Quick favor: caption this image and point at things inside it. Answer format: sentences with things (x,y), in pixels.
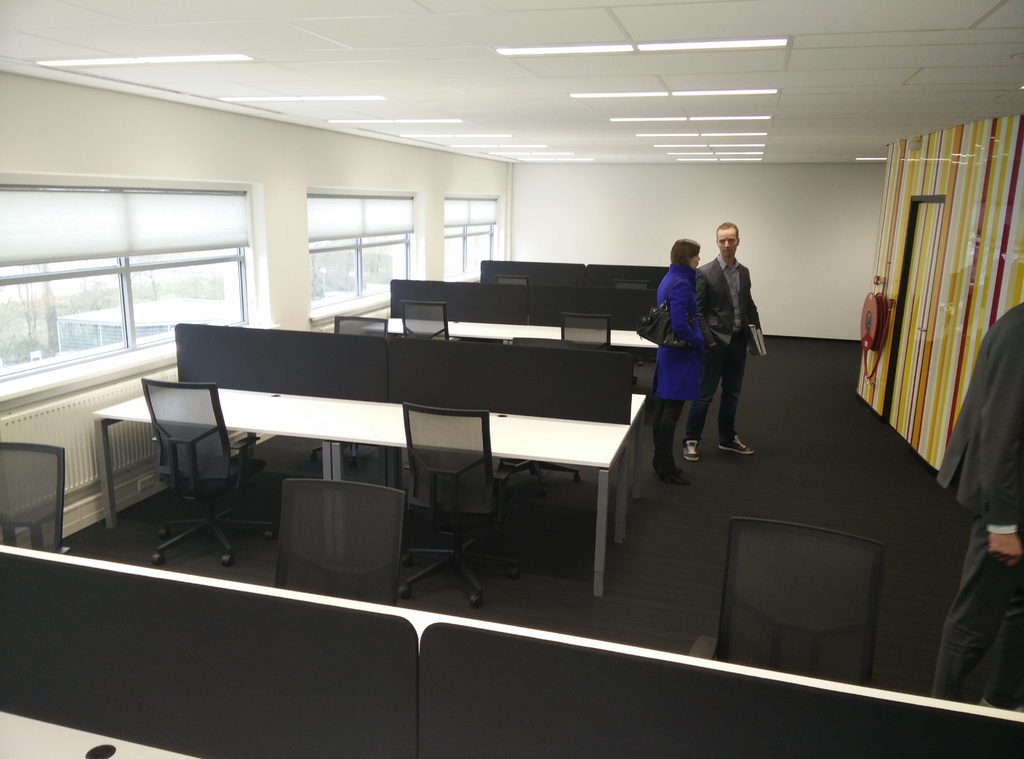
on the left side (107,303) there are windows (112,305), tables (240,400), chairs (219,447) in the middle (653,404) a woman (678,372) and a man (717,333) are standing and at the top (706,48) there is a light (769,43).
